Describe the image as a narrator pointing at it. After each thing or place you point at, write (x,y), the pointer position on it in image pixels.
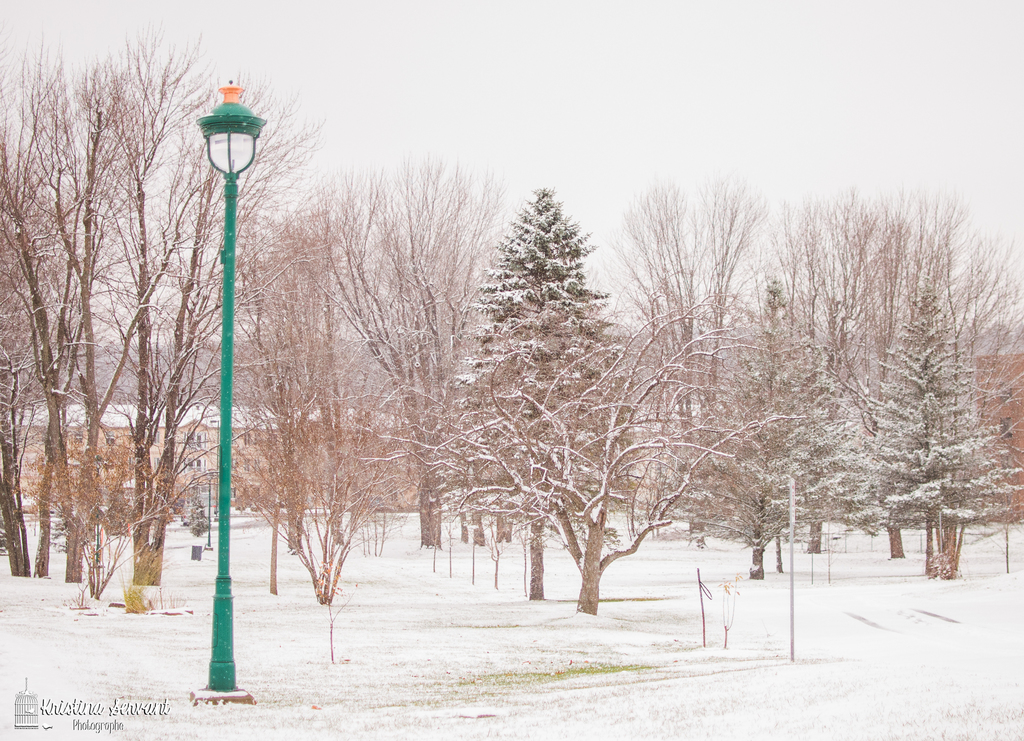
In the picture we can see a snow surface (848,730) on it we can see a pole (221,553) with lamp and besides we can see trees (580,384) and snow (956,447) on it.
